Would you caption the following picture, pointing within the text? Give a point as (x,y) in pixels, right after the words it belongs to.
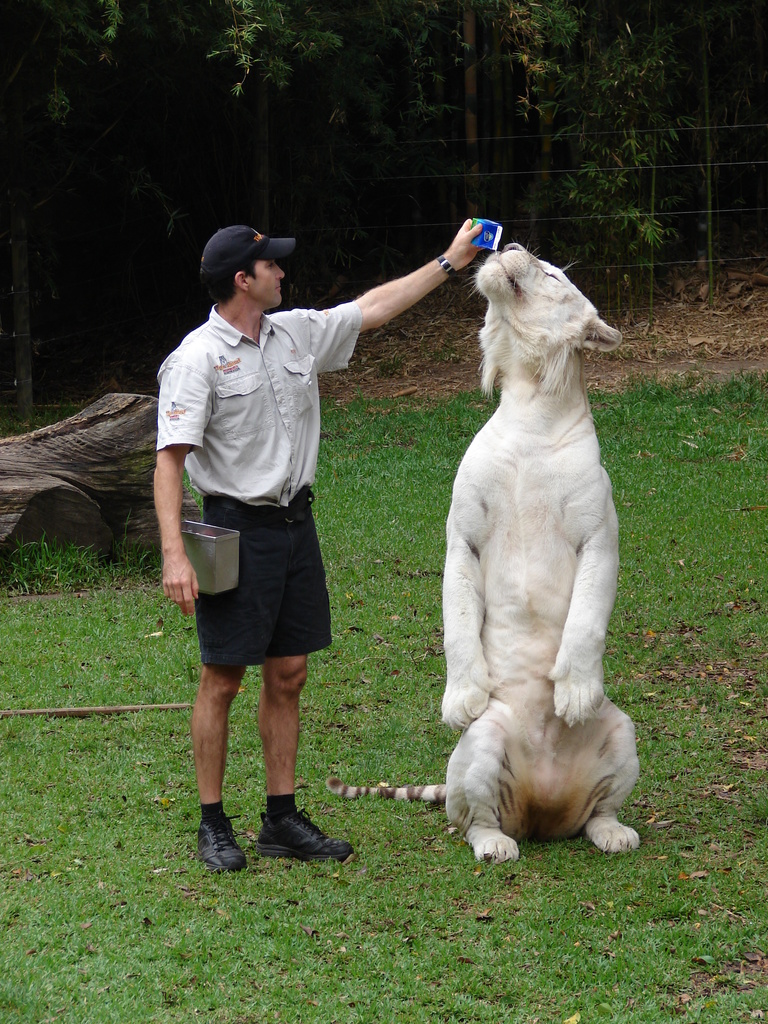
In the center of the image (287,589), we can see a man (234,371) standing and wearing a cap (231,240) and carrying a box (224,555) and feeding a tiger (533,459). In the background (487,41), there are trees (613,176) and there is a fence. At the bottom (279,927), there is ground (359,955).
